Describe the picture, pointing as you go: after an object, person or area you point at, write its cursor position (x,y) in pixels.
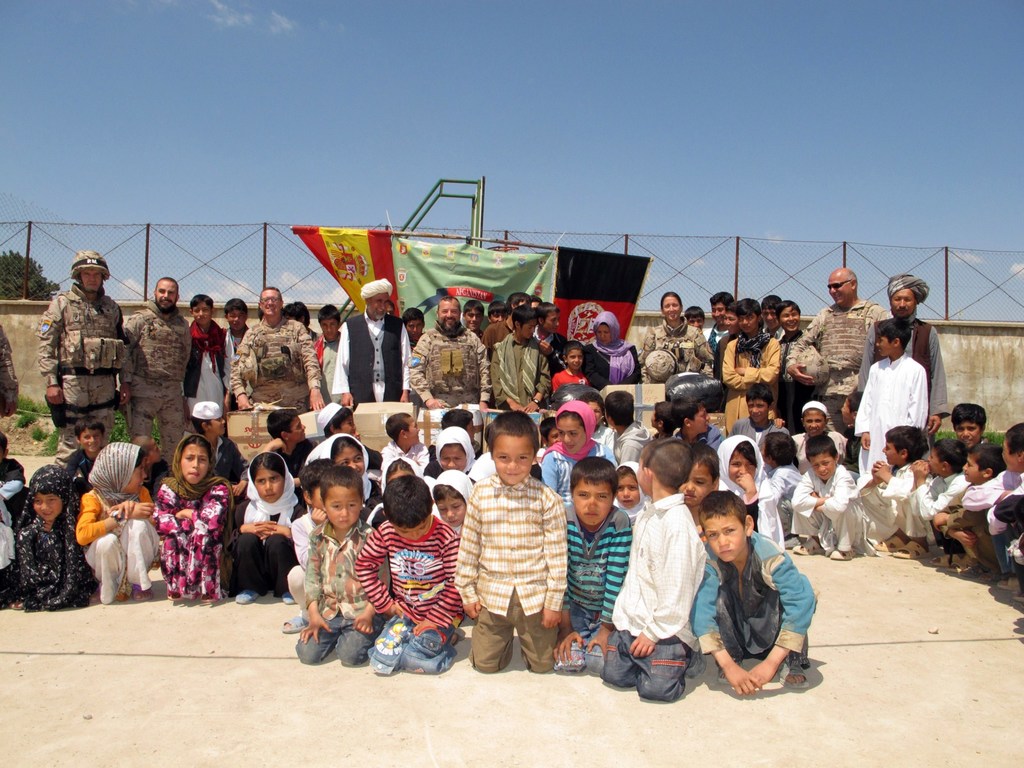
In this image I can see number of children (479,536) are sitting on the ground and I can see few persons (367,373) standing behind them. In the background (591,301) I can see the flag (500,297), the wall (971,370), the metal fencing (953,279), a tree (30,293) and the sky (490,105).
